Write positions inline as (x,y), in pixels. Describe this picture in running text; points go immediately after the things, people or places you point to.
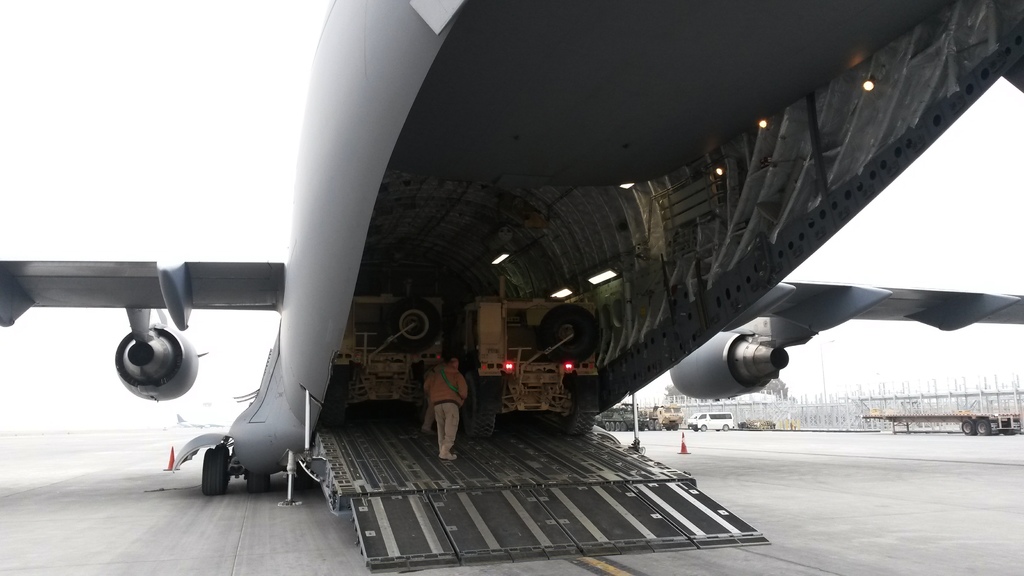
In the picture we can see a plane (473,475) under it we can see two trucks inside and a man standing near it and in the background (982,423), we can see some vehicles (965,417) and wall (896,405) behind it and we can see a sky (125,253).
